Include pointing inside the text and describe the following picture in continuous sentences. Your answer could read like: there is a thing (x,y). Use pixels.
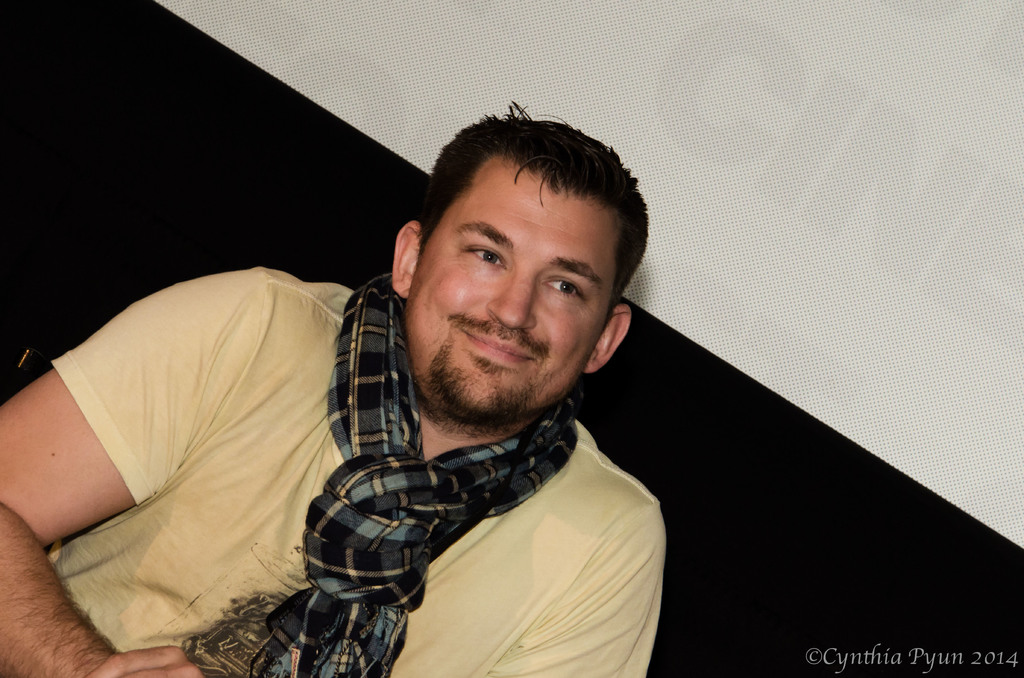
In the center of the image (523,349) a man (364,354) is sitting on a couch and wearing scarf (424,526) and t-shirt (546,568). In the background of the image (967,185) we can see a board (867,133). In the bottom right corner (951,659) we can see some text (976,653).
